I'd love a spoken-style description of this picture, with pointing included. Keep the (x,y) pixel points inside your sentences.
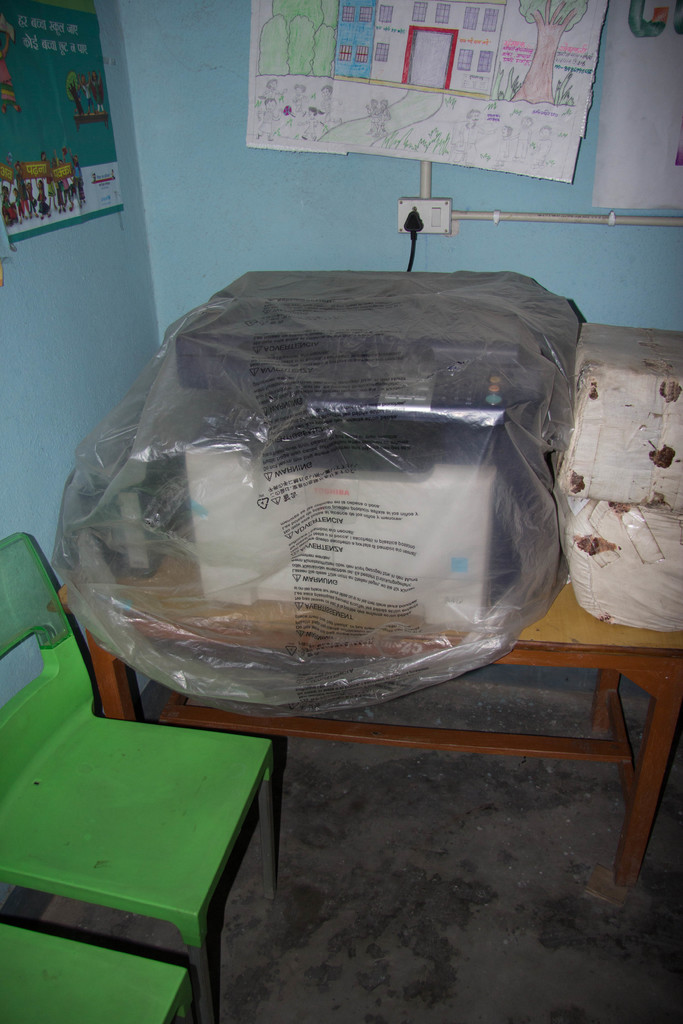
As we can see in the image there is a wall (124,159), sheet (368,95), a table (533,657). On table (562,653) there is a box (632,485) and printer (408,459), switch board (444,229) and chairs (114,886).
